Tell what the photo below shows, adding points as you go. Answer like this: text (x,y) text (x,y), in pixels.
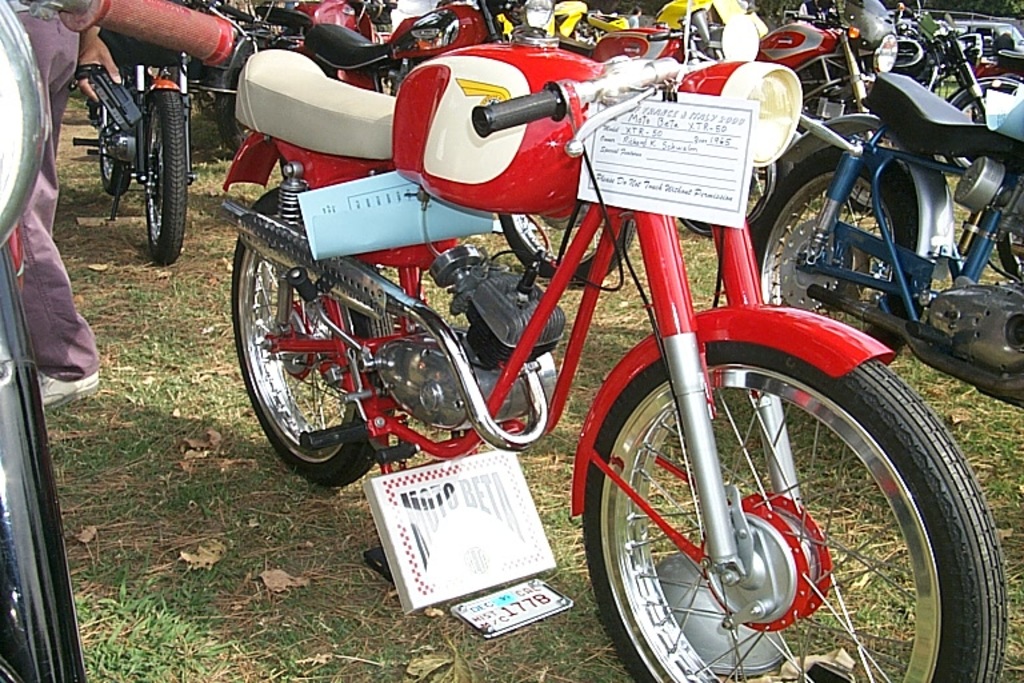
In this picture we can see few vehicles (941,441) on the grass (944,390) and we can find few papers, and also we can see a person (67,45) on the left side of the image (49,58), and the person (101,58) is holding a device (102,95).
